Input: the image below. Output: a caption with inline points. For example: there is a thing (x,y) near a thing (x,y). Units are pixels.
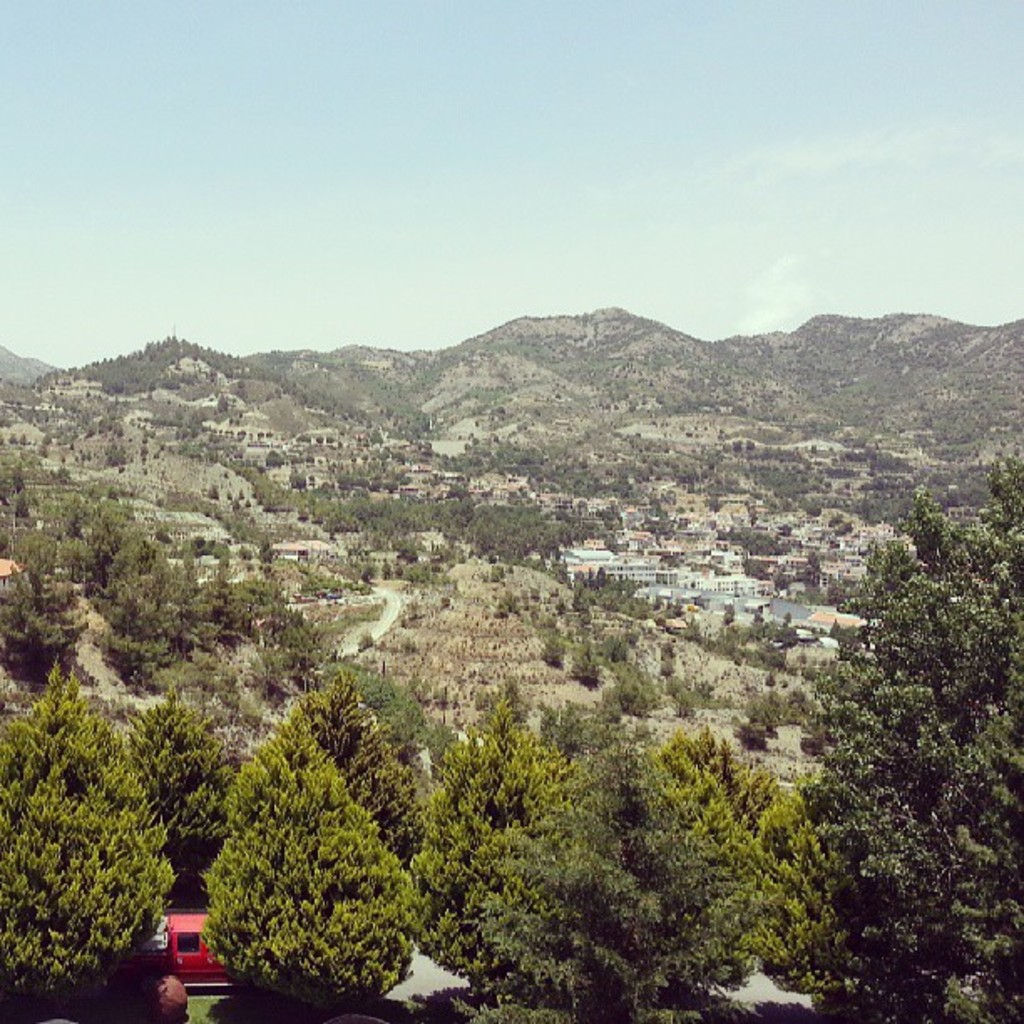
In this image there is the sky (501,189), there are mountains (386,375), there are trees (213,811), there are buildings (694,579), there are trees (935,589) truncated towards the right of the image (950,653), there are trees (28,760) truncated towards the left of the image (40,753), there is an object (195,954) on the ground (197,1000), there are mountains (998,365) truncated towards the right of the image (1010,388), there are mountains (18,403) truncated towards the left of the image (118,382).
